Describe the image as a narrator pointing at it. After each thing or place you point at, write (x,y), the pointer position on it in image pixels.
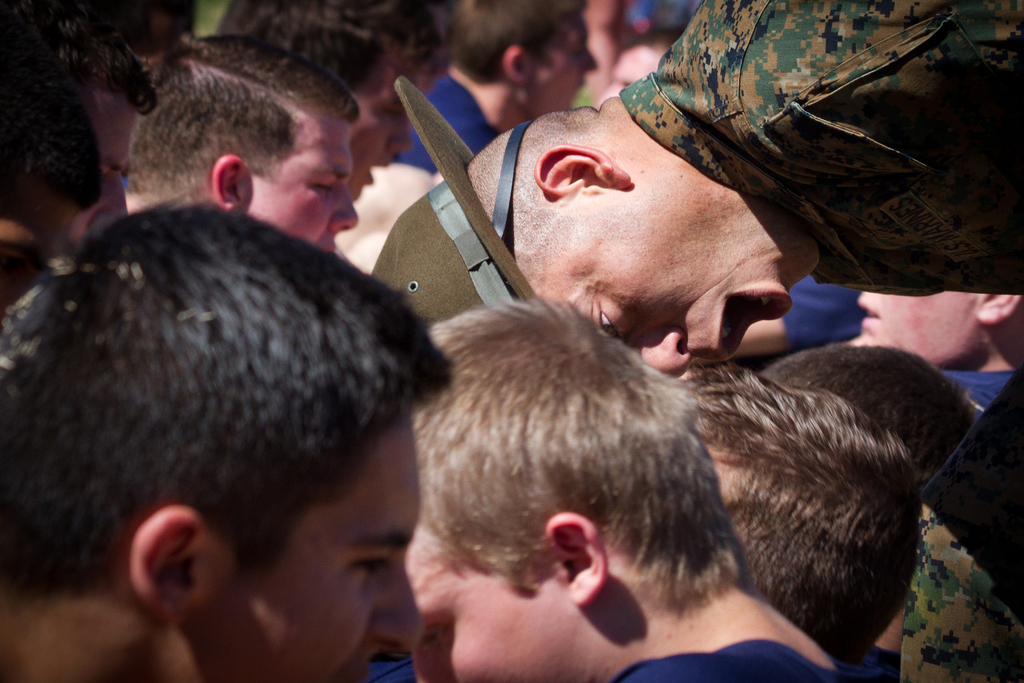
In this picture we can see a group of people (395,57), hat (486,226) and in the background (422,153) it is blurry.
